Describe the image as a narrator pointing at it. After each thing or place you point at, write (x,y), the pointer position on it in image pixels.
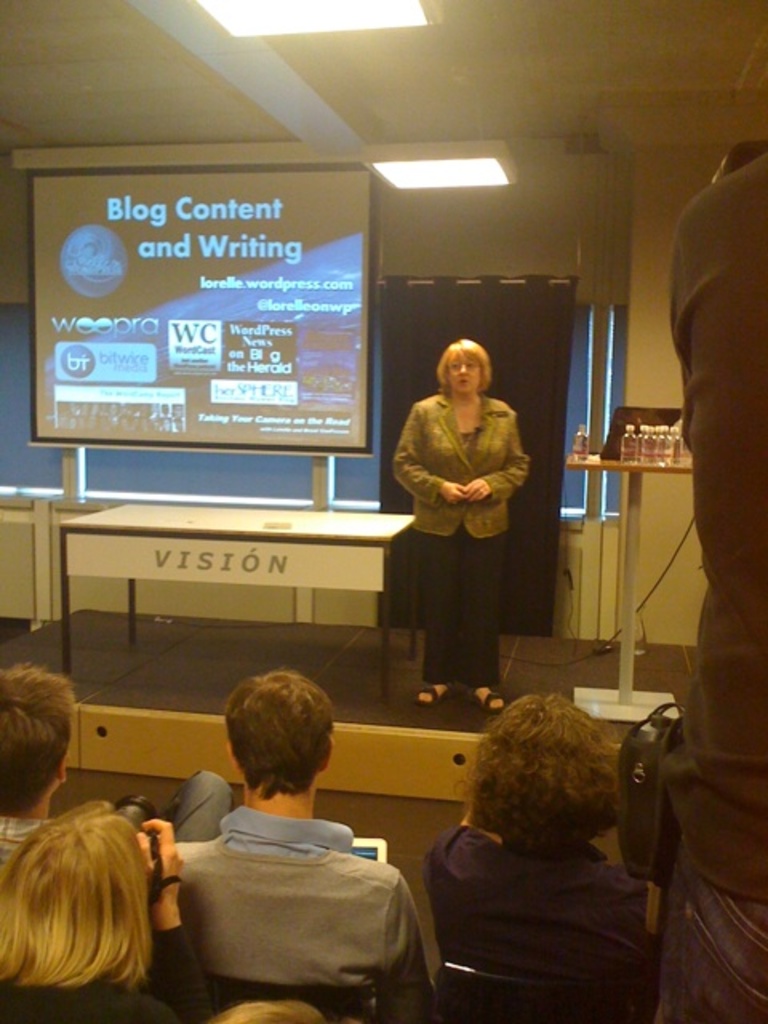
Here in this picture, in the front (336,836) we can see a group of people (290,829) sitting on chairs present on the floor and in front of them we can see a woman (505,424) standing on the stage (425,712) and speaking something to them and beside her we can see a table (266,537) present and we can also see a projector screen (300,164) with something projected on it and on the roof (308,36) we can see lights (266,20) present and on the right side of her we can see tables (672,468), on which we can see bottles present and on the extreme right side (717,236) we can see a person (738,492) standing.
